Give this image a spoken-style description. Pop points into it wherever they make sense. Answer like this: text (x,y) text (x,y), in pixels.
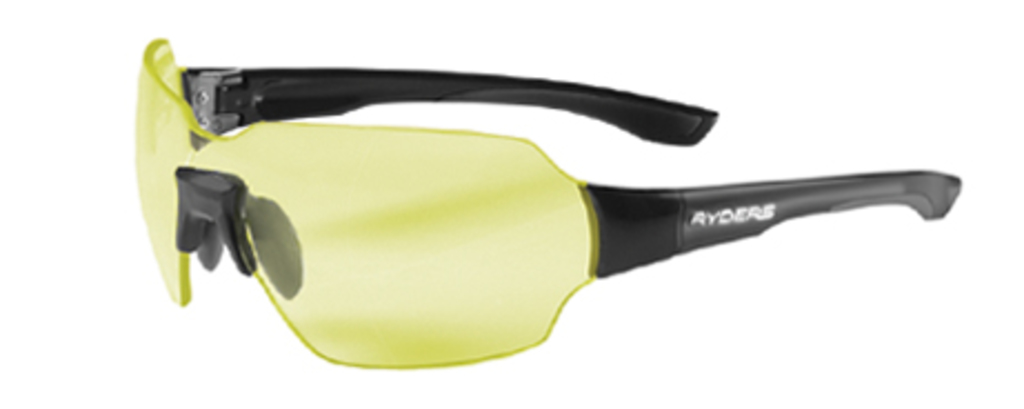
In this image I can see the goggles (403,234) which are in black and green color. I can see the white background (38,389).
